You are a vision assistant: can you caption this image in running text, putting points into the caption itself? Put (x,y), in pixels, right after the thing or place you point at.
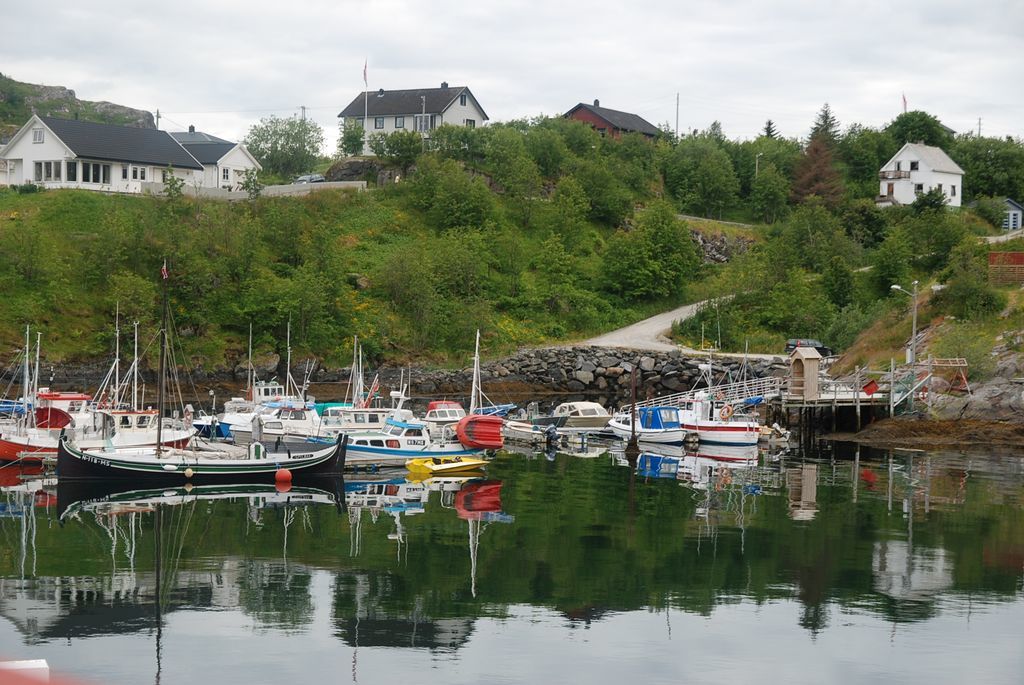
In this image I can see the water (364,590) and few boats (232,470) which are black, white, red, blue and green in color on the surface of the water (394,474). In the background (461,300) I can see few trees (581,203), few buildings (60,173) which are white, black and brown in color, the road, a mountain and the sky (793,52).
